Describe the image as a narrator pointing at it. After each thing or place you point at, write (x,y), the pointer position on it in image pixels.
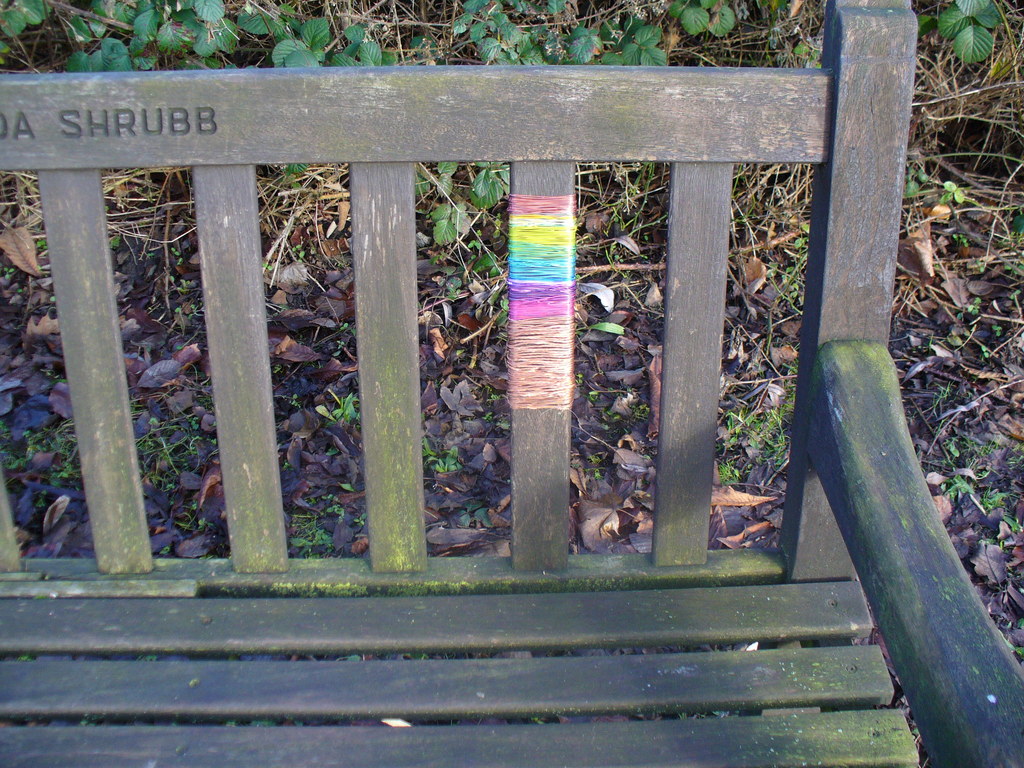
In this image we can see a bench (531,555). In the background (489,352) there are plants (487,43) and twigs (298,206).
